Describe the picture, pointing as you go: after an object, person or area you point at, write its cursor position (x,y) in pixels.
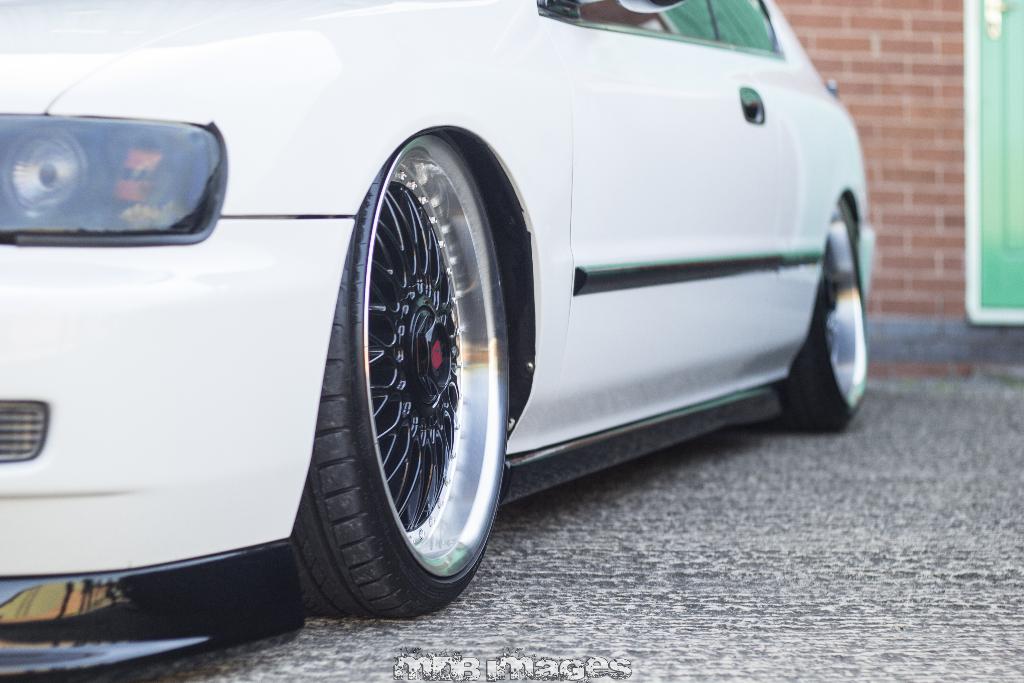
This picture shows a white car (816,287) parked and we see a brick wall (961,72) and a door (981,131).
